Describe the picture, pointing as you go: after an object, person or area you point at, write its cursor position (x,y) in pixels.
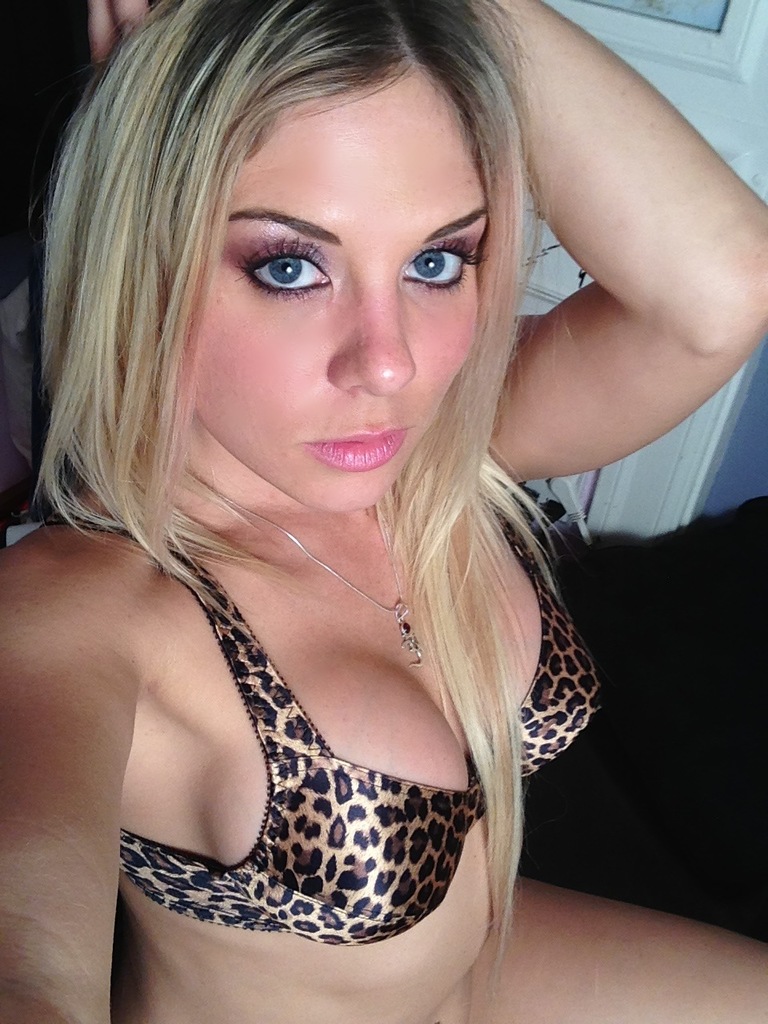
In the image there is a blond haired woman (397,192) in bikini (408,782) in the front (530,656) and behind her there is door (708,74).
